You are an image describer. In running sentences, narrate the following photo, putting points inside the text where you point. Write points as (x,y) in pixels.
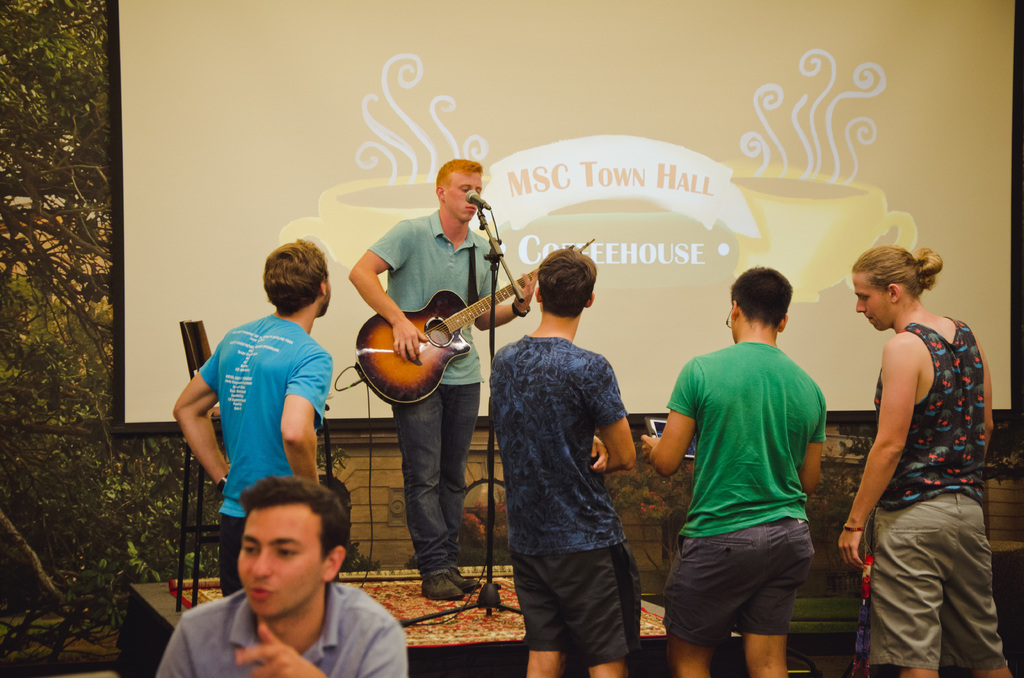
In this picture there is a boy (447,233) who is standing at the left side of the image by holding the guitar (367,321) in his hands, there is a mic (492,555) in front of the boy (473,389), there are some other boys (963,355) those who are standing in front of the boy (446,508), it seems to be a music concert in the image.
